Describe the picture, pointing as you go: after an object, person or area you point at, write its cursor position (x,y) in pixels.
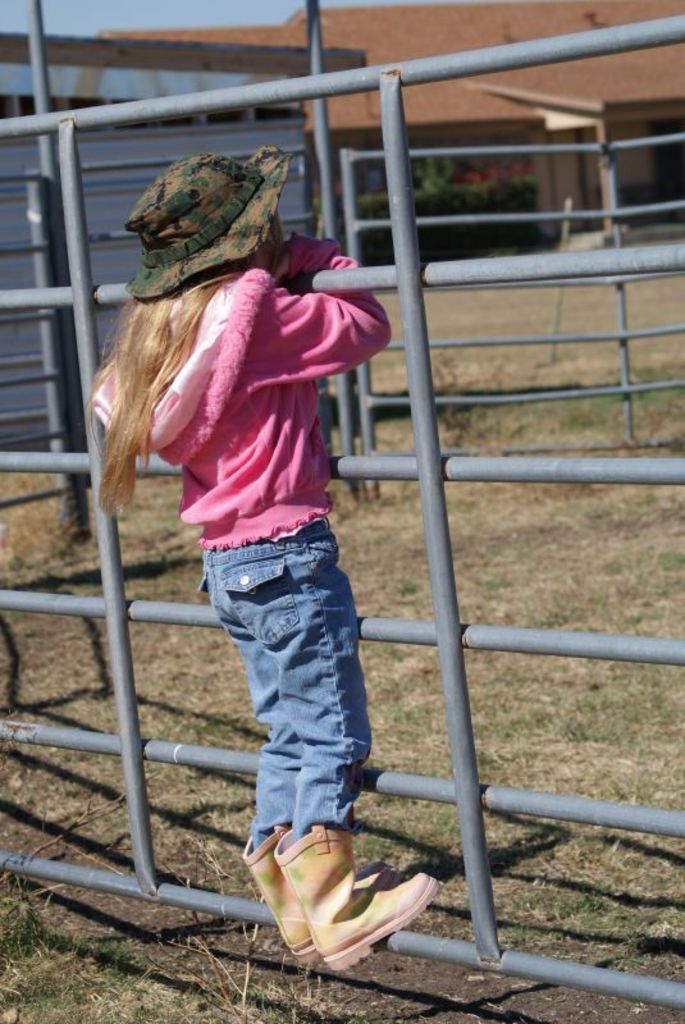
In the image there is a girl (257,611) standing on a rod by holding the support of other rods (4,596) and the ground (87,819) below the girl's feet (334,882) is covered with grass (177,511), in the background (244,38) there is a house (427,118).
